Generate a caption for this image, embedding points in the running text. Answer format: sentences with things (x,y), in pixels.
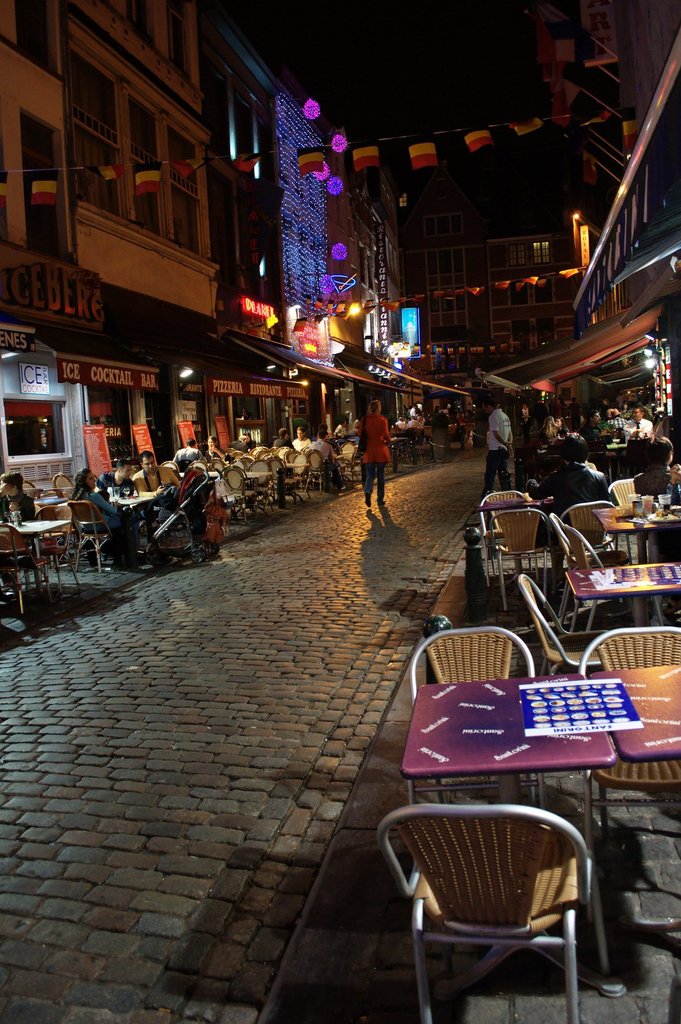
In the image we can see there are chairs (582,909) and tables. People (99,505) are sitting on chair (346,447) and few people (380,475) are standing on road (468,467) and there are lot of buildings (291,345) all around.
